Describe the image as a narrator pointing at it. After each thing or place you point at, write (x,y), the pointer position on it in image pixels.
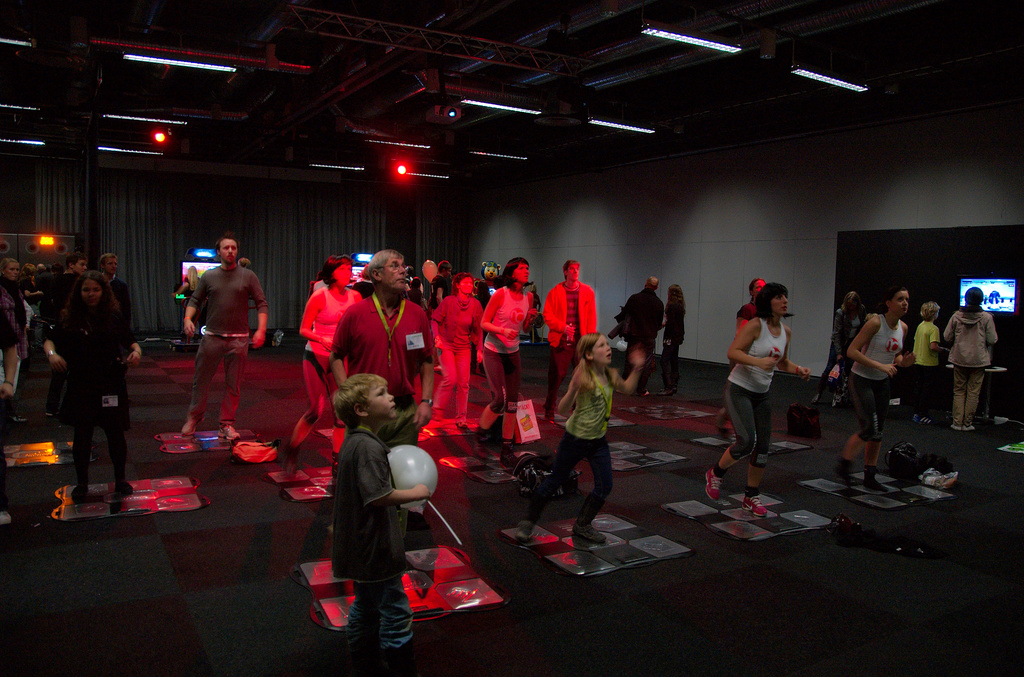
There are people (396,294) and this boy (385,448) holding a balloon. We can see boards (412,575) and objects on the floor (512,553). In the background (670,198) we can see table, screens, wall (491,245) and curtains (207,211). At the top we can see lights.
